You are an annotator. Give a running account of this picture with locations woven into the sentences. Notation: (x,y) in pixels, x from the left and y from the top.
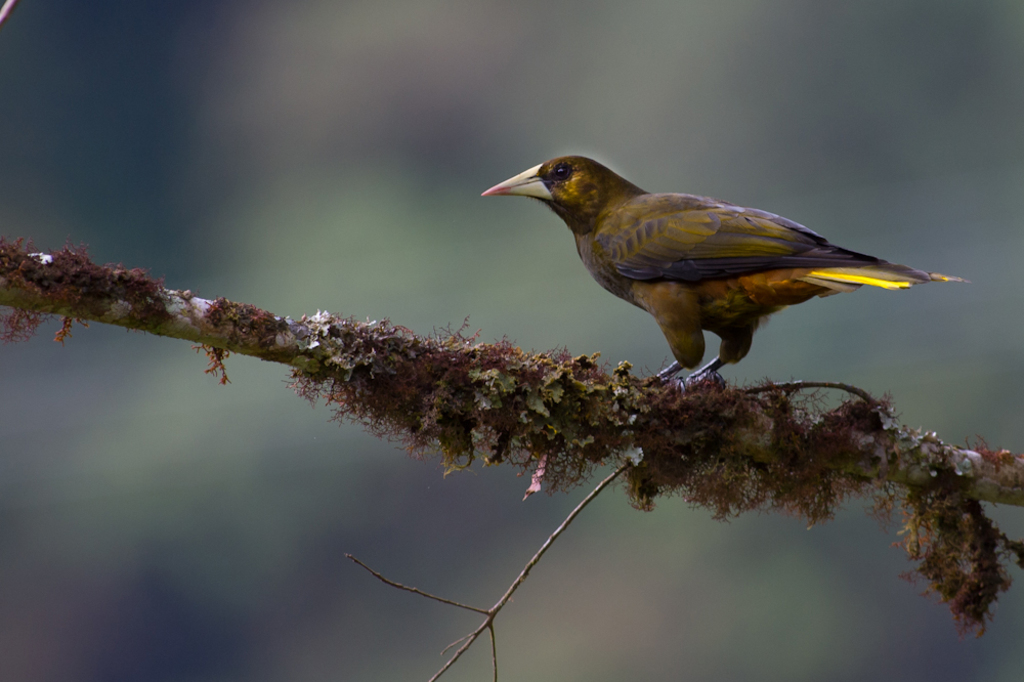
In this image we can see a bird (716,267). There is a wooden object (481,390) in the image. There is a blur background (911,109) in the image.
